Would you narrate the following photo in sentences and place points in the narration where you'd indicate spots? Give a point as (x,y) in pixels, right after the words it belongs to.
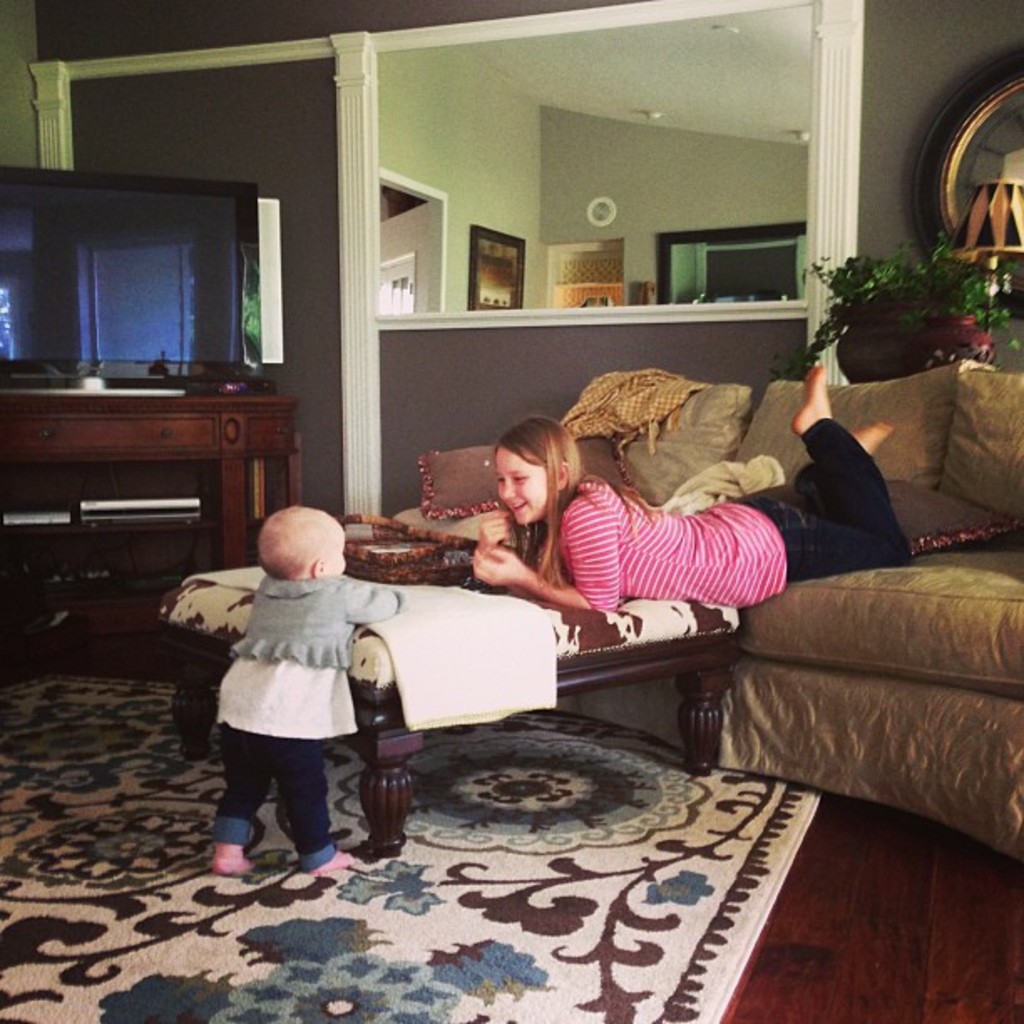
The picture is taken inside the house (480,753) where two children (721,590) are there on the left corner of the picture (2,367) there is a one big tv (50,229) on the table (157,469) under there shelves (203,486) and there is a small baby (324,697) bent towards the table (379,662) and at the right corner of the picture (936,656) there is a sofa (945,624), on the sofa (968,580) there is another child (665,552) laid on the sofa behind them there is a small flower plant (890,284) and a lamp (970,254) is there behind them there is a wall (446,392) and mirror (990,150) attached to it and there is an another room (588,195) through the window (713,250) and there is a carpet (602,882) in the floor (862,947).
